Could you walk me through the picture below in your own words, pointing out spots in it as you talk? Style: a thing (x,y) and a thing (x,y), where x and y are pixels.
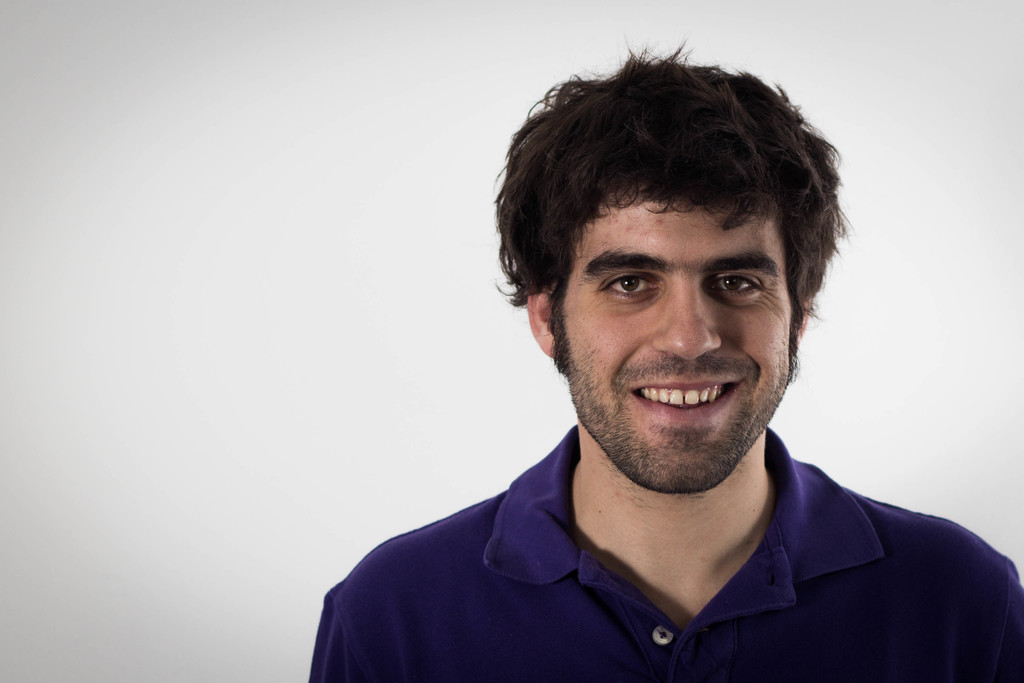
In the image there is a man (723,534), he is wearing violet t-shirt (625,633) and he is smiling and posing for the photo and the background of the man (704,359) is white color.
